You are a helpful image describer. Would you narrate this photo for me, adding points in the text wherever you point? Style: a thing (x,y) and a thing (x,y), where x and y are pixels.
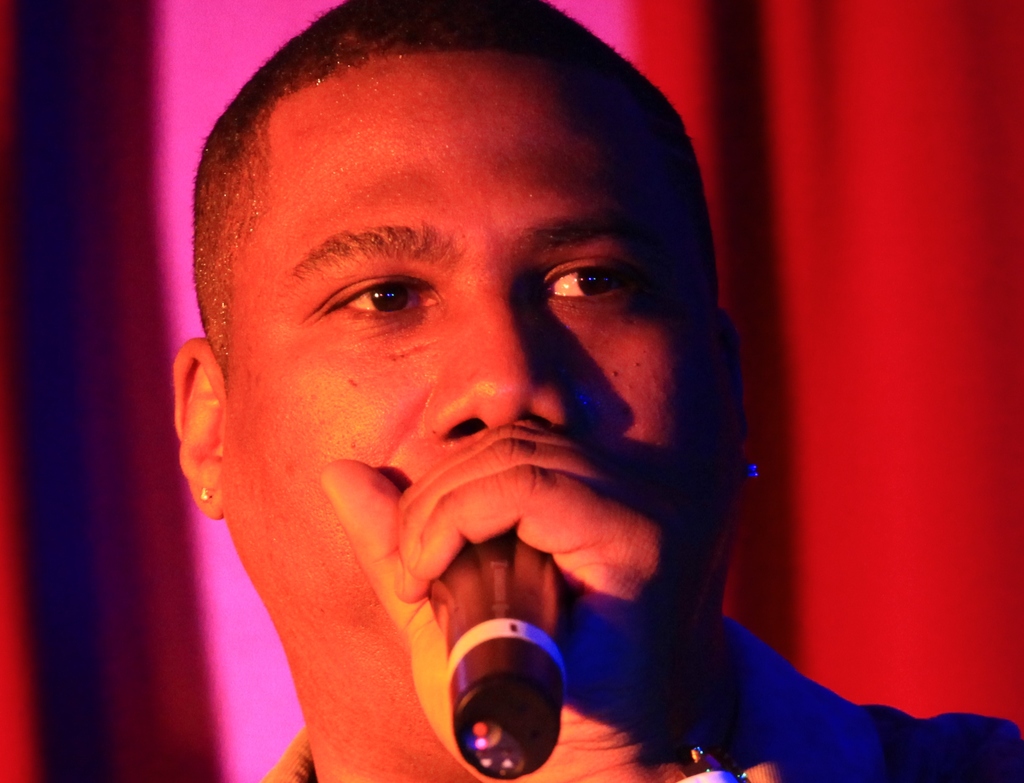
In this image we can see a man (498,350). A man (498,350) is holding a microphone (524,609) and speaking into it.
